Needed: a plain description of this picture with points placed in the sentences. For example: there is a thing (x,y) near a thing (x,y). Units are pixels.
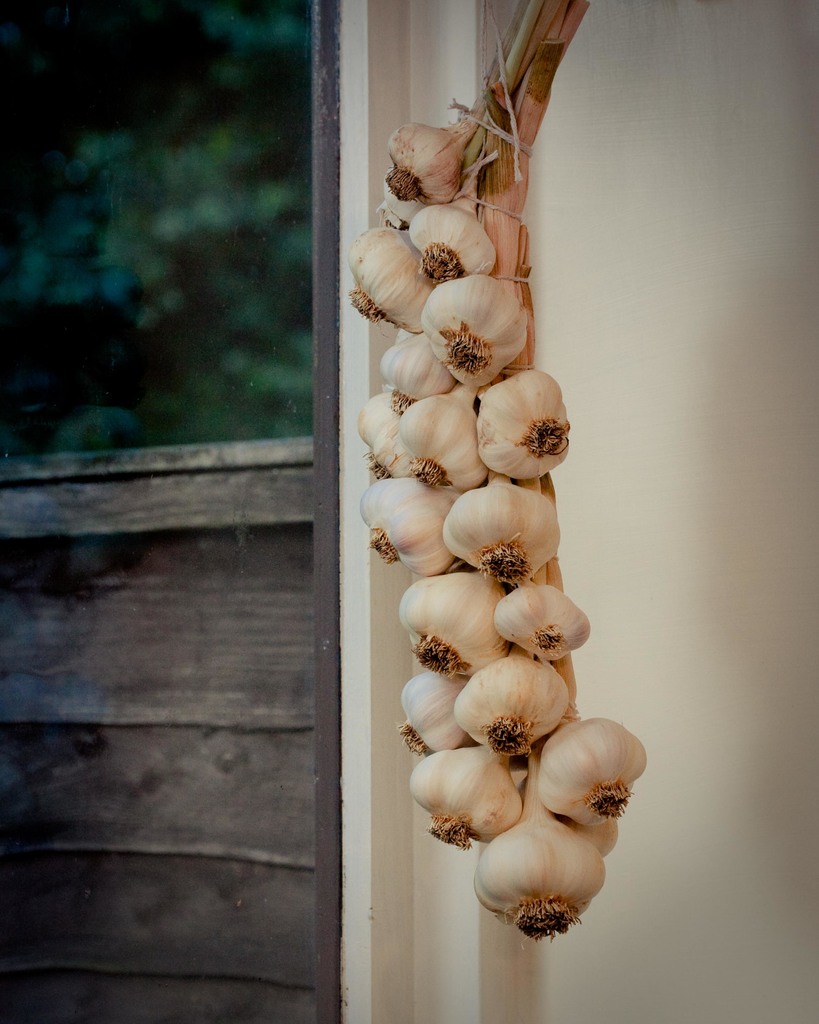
In the picture I can see few garlic (475,455) which are in white color are tightened to an object (479,170) and there are few trees (139,223) in the left top corner (100,236).
